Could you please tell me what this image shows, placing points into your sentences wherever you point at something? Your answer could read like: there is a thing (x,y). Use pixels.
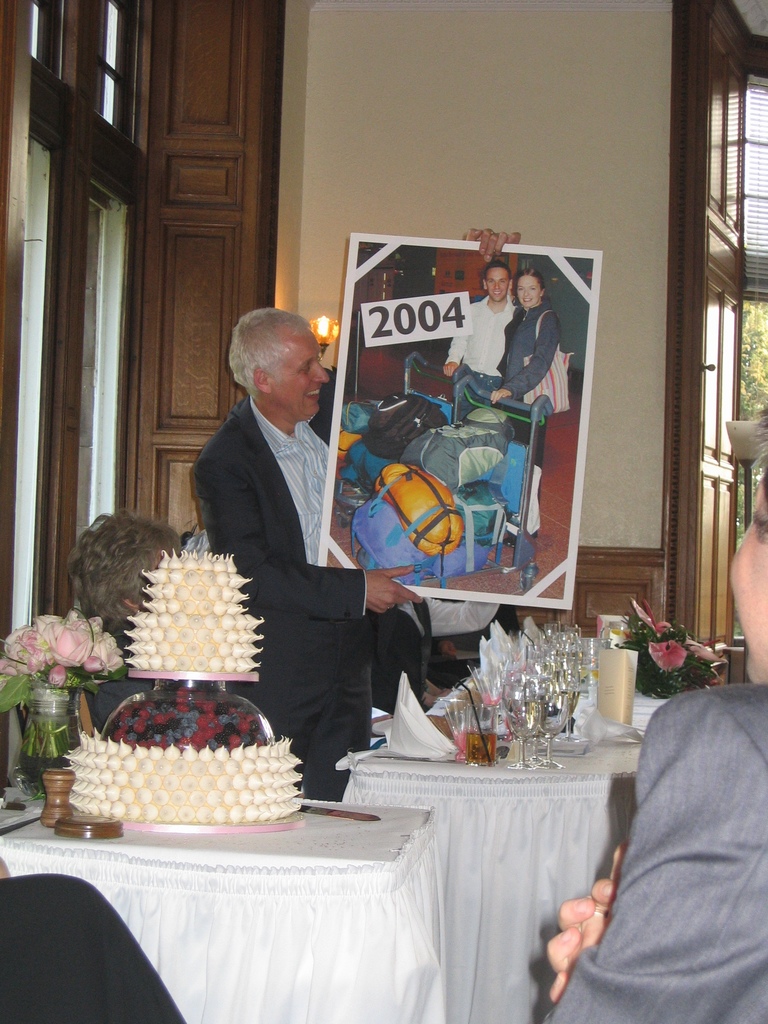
A man (370,618) is standing and holding a picture photograph (571,352) in that it's 2004 there are glasses (538,696) and food items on the tables (91,860) behind him there is a light (328,320) on the wall (318,310) and the left it's a door wall (164,360).
